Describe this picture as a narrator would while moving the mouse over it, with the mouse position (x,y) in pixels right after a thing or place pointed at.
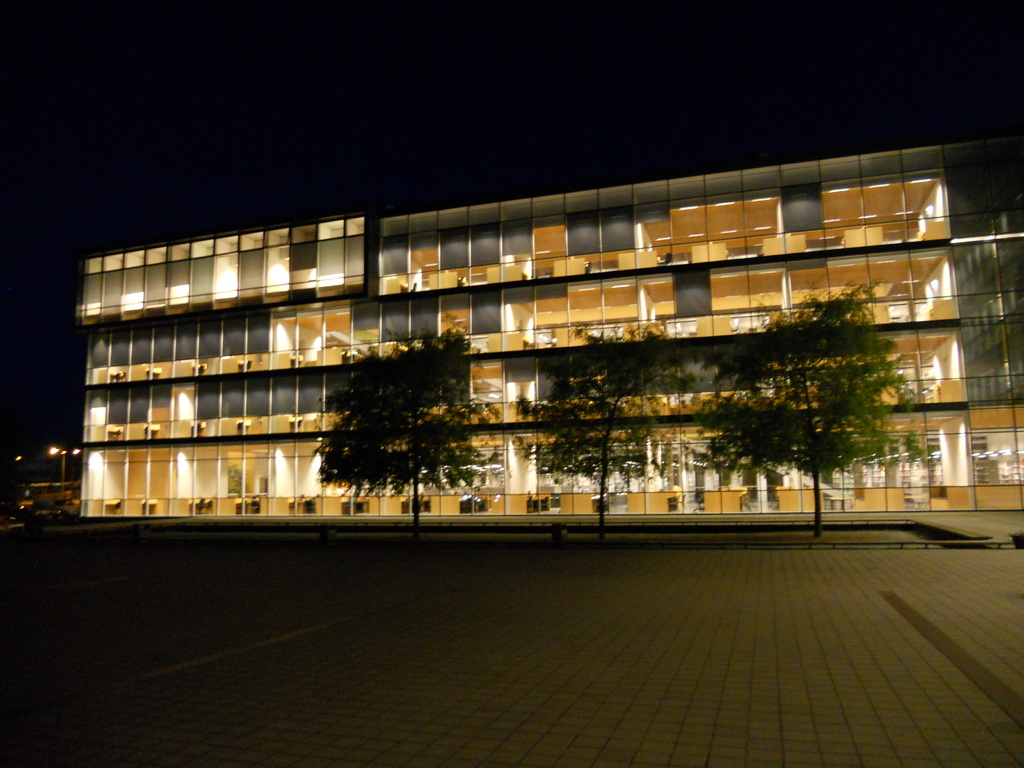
In this picture we can see trees (765,433), lights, and a building (998,459). In the background (793,113) there is sky (579,68).
